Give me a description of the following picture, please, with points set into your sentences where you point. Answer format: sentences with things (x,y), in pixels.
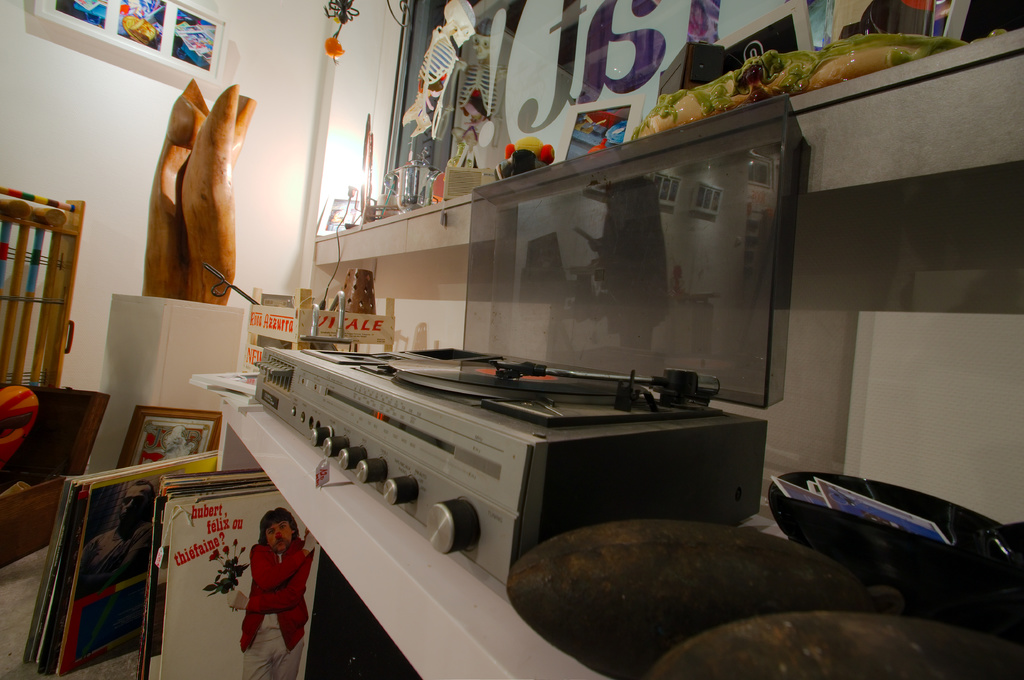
In this image there is a table (310,528) having a device (373,485) and few objects (960,632) on it. Beside there are few cards (229,585). A wooden structure (206,286) is on the table (189,368). There is a shelf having few objects (538,161) on it. A skeleton (439,77) is hanged from the roof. A frame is attached to the wall (256,141). Left side (14,527) there is a wooden box (74,468) having few objects (3,440) in it.
